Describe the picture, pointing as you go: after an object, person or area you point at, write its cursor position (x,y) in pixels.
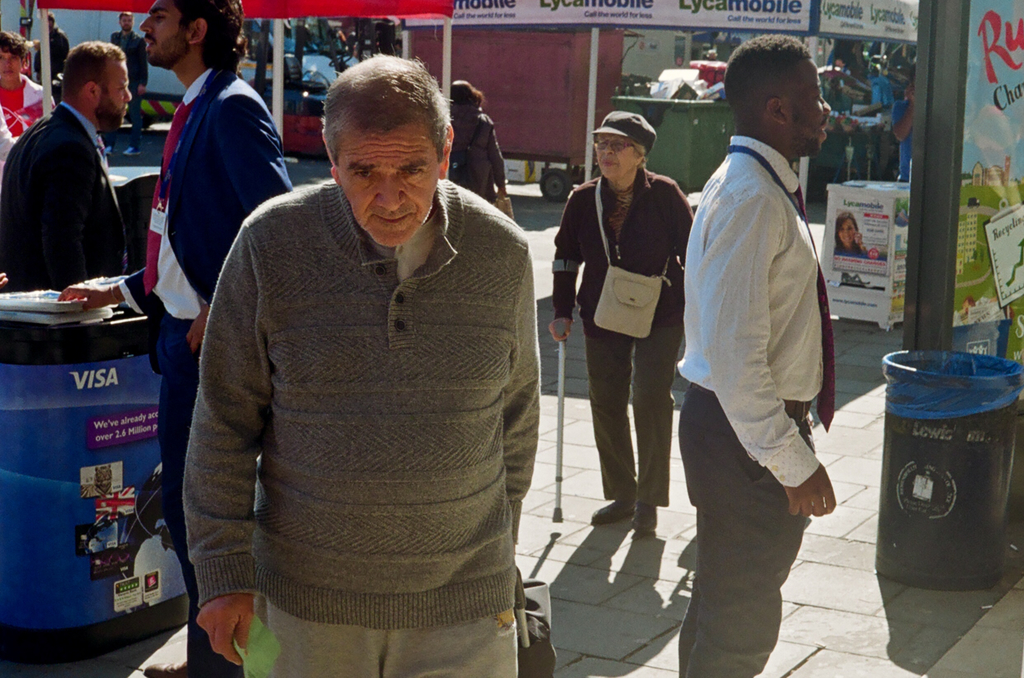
In this picture we can see a group of people (33,108) standing on the ground (676,461), bin (965,388), books (22,312), poles (593,150), banners (1023,85) and in the background (480,89) we can see some objects (295,72).
